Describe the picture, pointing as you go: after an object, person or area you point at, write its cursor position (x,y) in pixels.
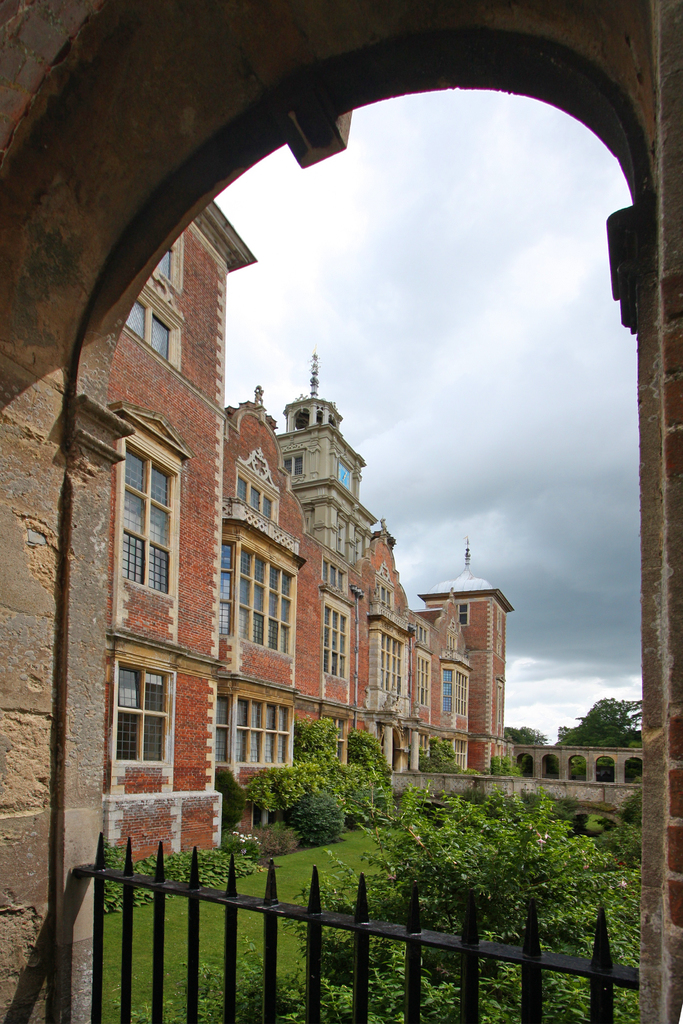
In the foreground of this image (385,957), on the bottom (273,927), there is a railing (410,961) and on the top (311,69), there is an arch (365,65). In the background (440,648), there is a building (367,636), grass (368,858), plants (524,899), bridge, trees (599,726) and the cloud (475,499).
